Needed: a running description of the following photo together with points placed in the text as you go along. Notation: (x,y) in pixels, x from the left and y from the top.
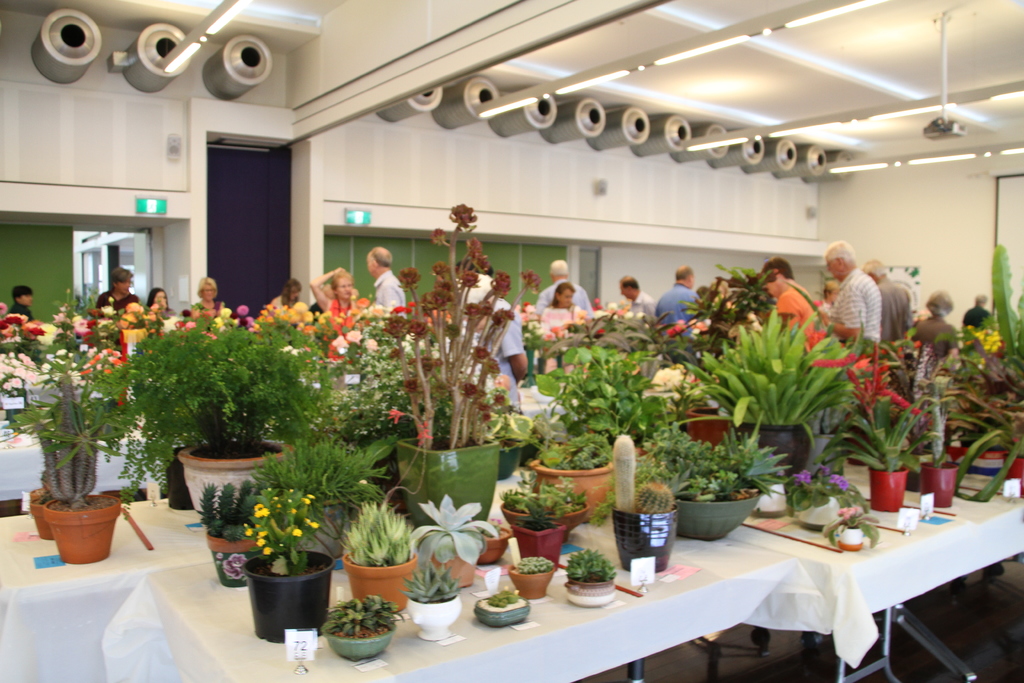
In the center of the image (372,421) we can see plants (369,465) placed on the tables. In the background (921,296) there are persons (890,278), plants (228,331), lights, door (280,215), projector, screen (1011,236) and wall (621,223).
